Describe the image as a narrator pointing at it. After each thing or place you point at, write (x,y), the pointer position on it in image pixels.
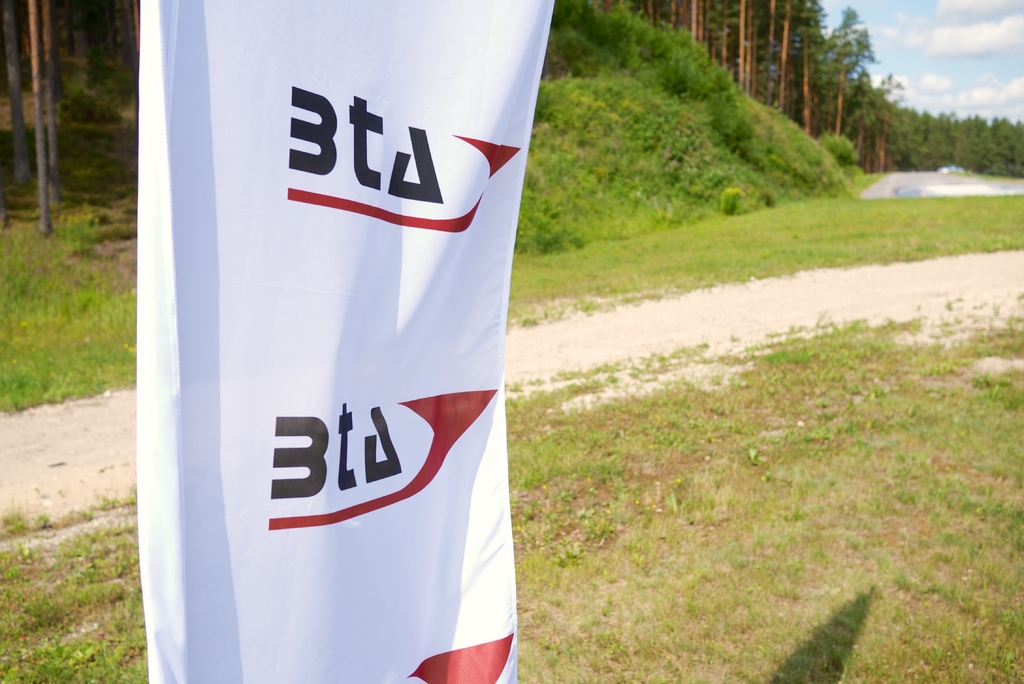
In this image there is a banner (318,398) with some text (360,179). In the background (946,32) there are trees (843,58) and a sky (954,54).
